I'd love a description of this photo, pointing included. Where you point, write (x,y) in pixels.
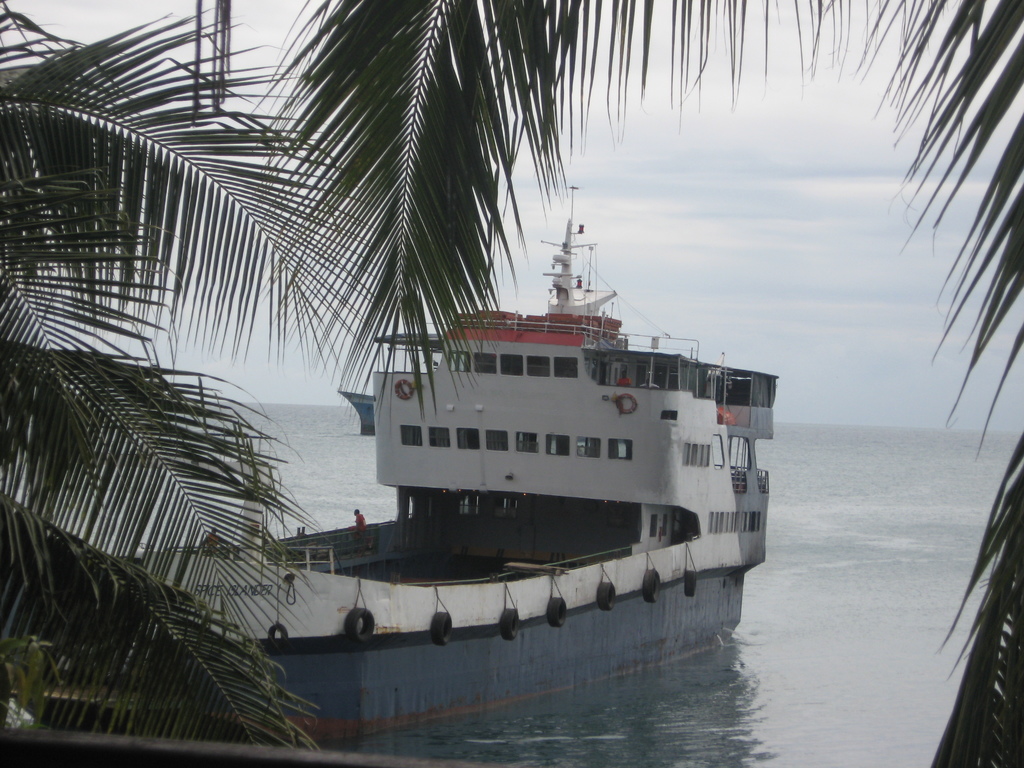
In this image we can see a ship (393,538) on the water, also we can see a few people (363,527) in the ship (450,588), there are some windows (595,445) and trees (950,171), in the background (899,209) we can see the sky (721,243).
